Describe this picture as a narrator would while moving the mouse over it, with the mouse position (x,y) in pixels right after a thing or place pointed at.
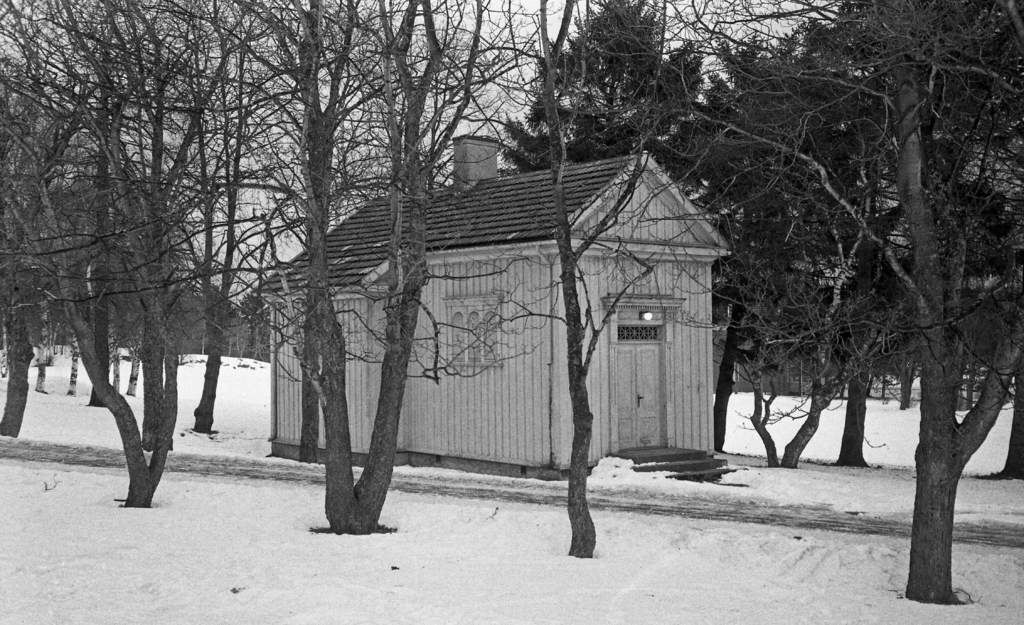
This is a black and white image. I can see a house (489,442), trees (944,215) and the snow (450,549). In the background (299,108), there is the sky (507,44).
